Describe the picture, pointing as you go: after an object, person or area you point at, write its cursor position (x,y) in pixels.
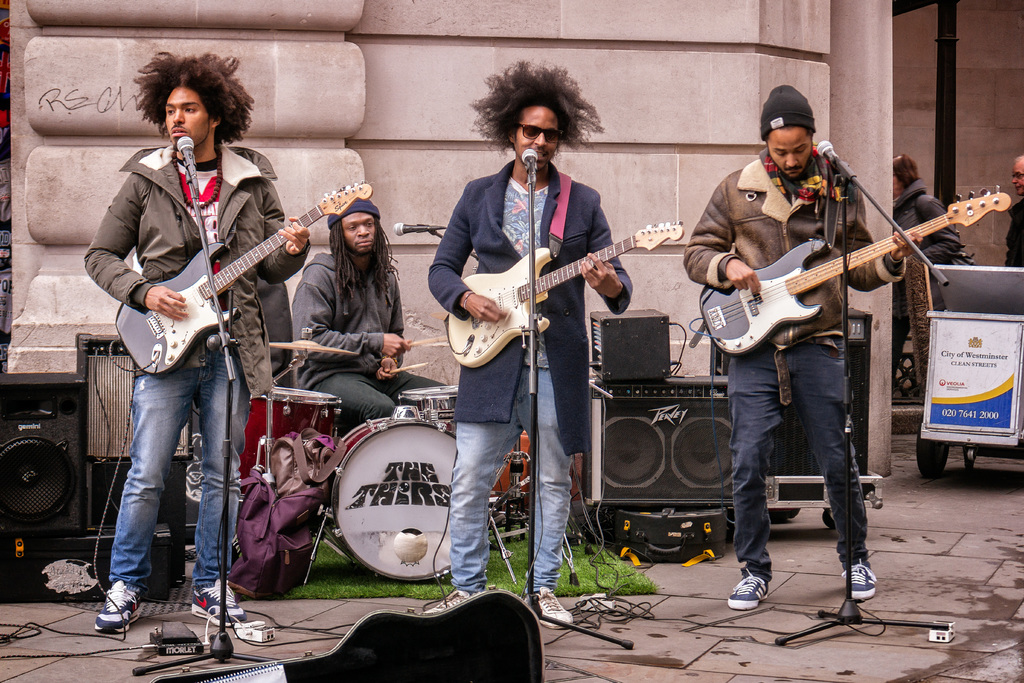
In this image I can see few men (797,150) are standing and holding guitars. I can see a man (362,209) is sitting next to a drum set (431,399). I can also see few mics (195,190) and a speaker (18,387). In the background (962,251) I can see few more people (1013,223).
